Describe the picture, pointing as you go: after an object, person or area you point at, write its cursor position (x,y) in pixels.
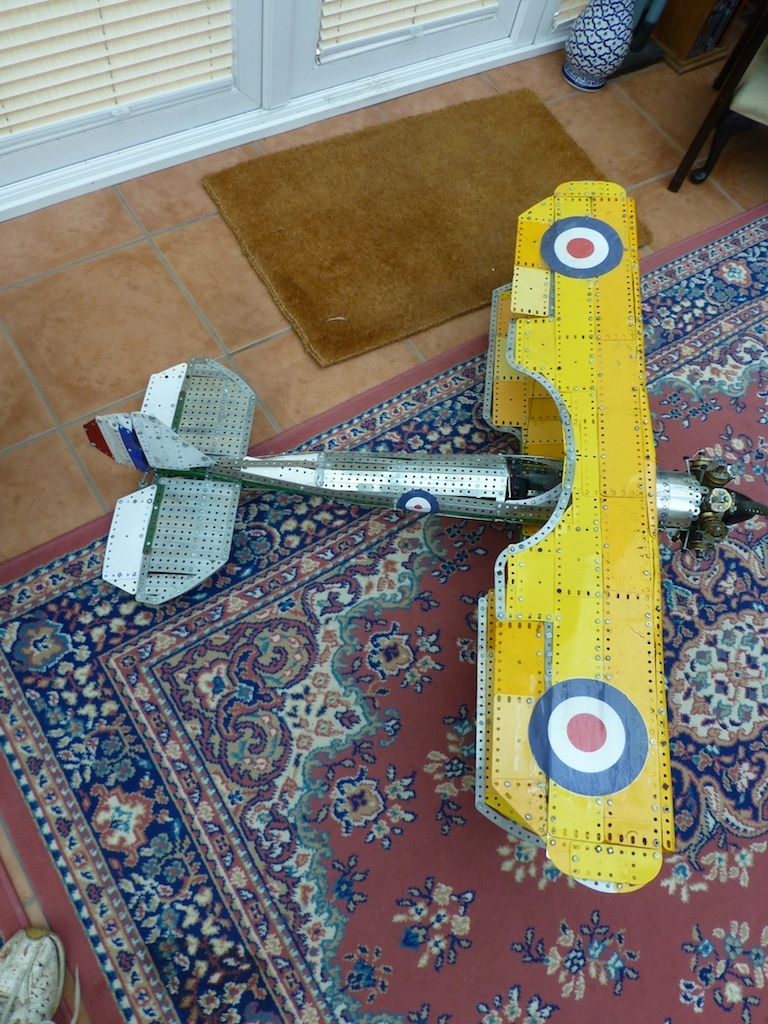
In this picture I can see there is a toy aircraft (644,656), there is a carpet (684,371) on the floor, there is a door mat (320,251), a door (63,71) on the left side (134,141), few other objects (706,43) at the right side (721,21) and there is a shoe (30,983) at the left side (30,980) bottom corner of the image (40,988).
